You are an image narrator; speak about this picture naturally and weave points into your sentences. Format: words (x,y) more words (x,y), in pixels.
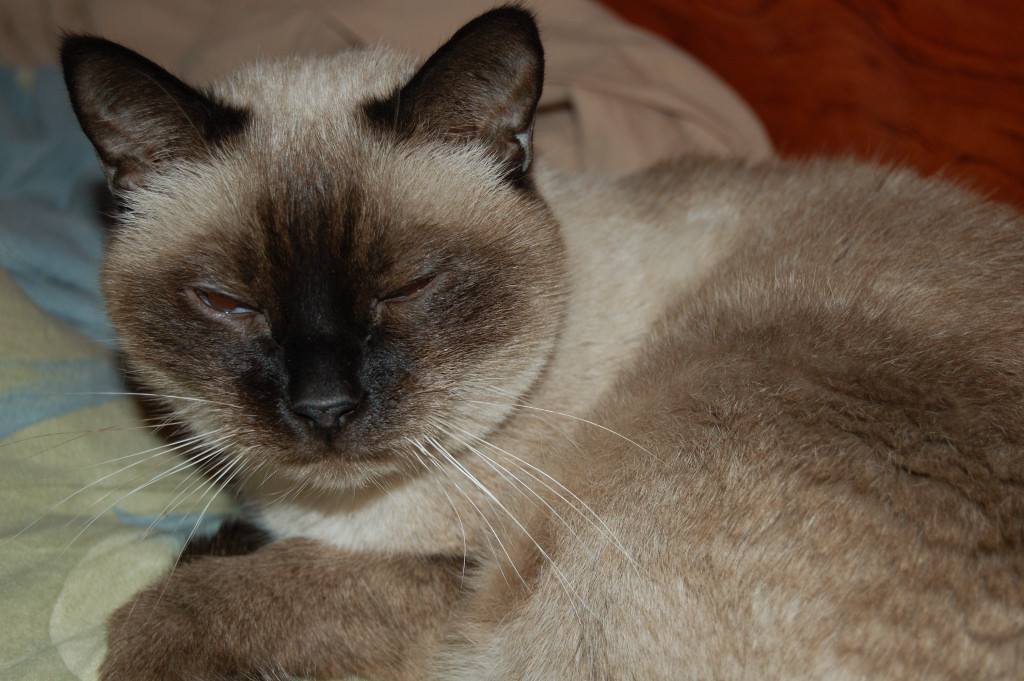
There is a cat (919,450) in cream and brown color combination, sitting on a bed (81,379) which is covered with a bed sheet (68,429). And the background (926,88) is blurred.
